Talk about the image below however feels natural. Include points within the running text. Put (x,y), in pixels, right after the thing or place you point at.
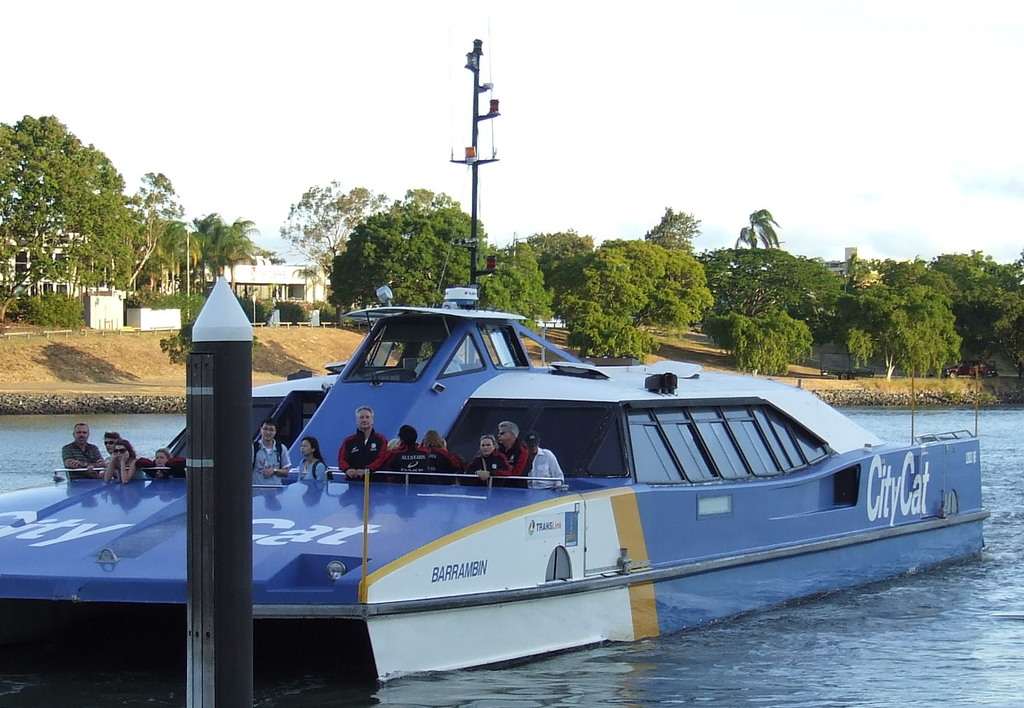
In this image in front (650,587) there is a ship (733,509) in the water (795,625) and we can see a few people (376,462) are standing in the ship (464,500). In front of the ship (299,569) there is a pole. In the background (638,292) there are trees (648,282), buildings (323,294) and sky (815,79).
